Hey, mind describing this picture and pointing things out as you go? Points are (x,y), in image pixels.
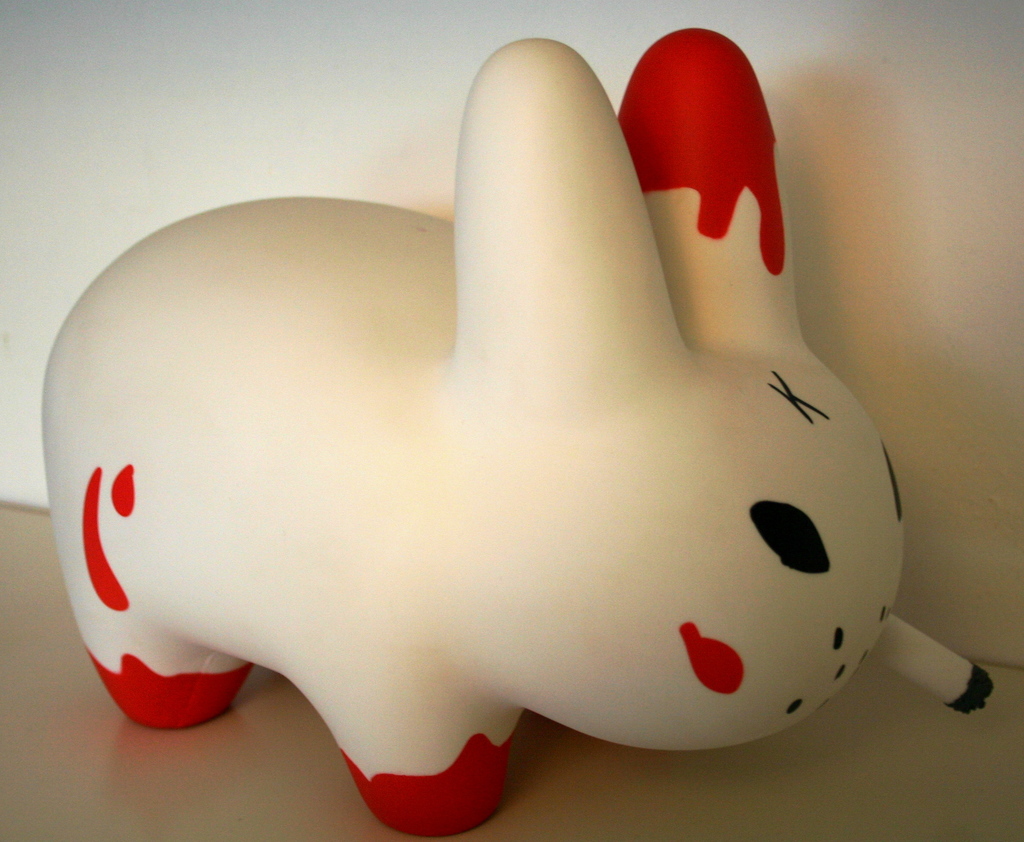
In this image I can see a doll (554,485), it is in white and red color.
